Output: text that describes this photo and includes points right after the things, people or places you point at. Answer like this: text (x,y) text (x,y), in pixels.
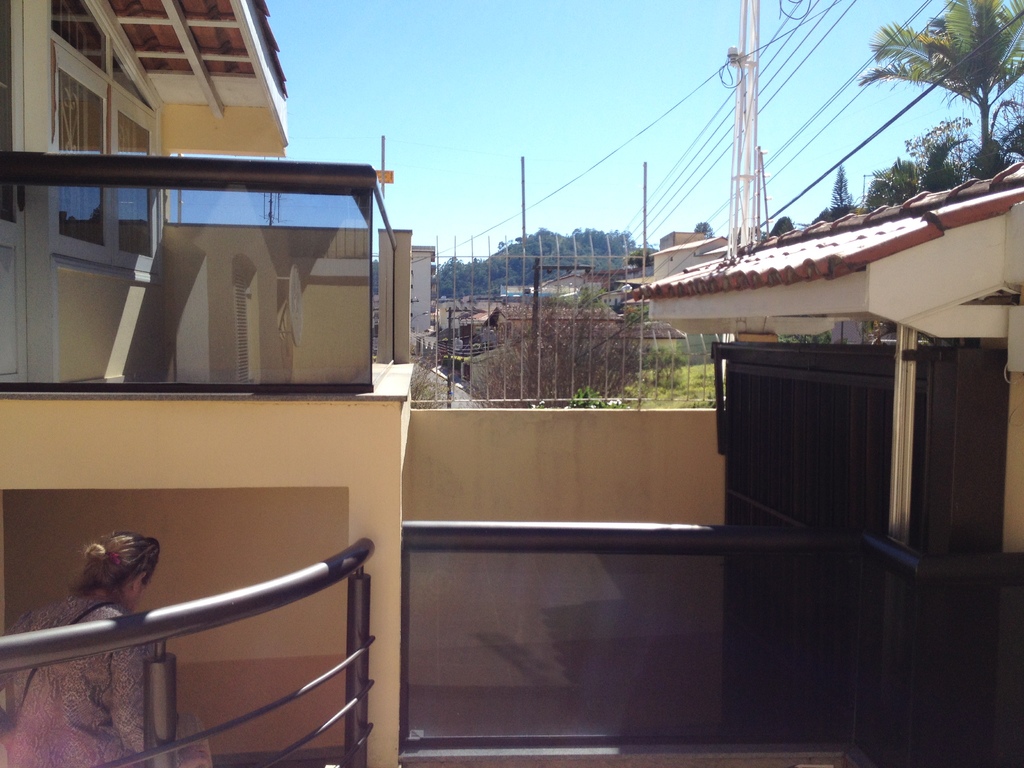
In this image I can see few buildings (134,263), few poles (525,205), number of trees (944,168), wires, the sky (627,93) and here I can see one person (113,554).
